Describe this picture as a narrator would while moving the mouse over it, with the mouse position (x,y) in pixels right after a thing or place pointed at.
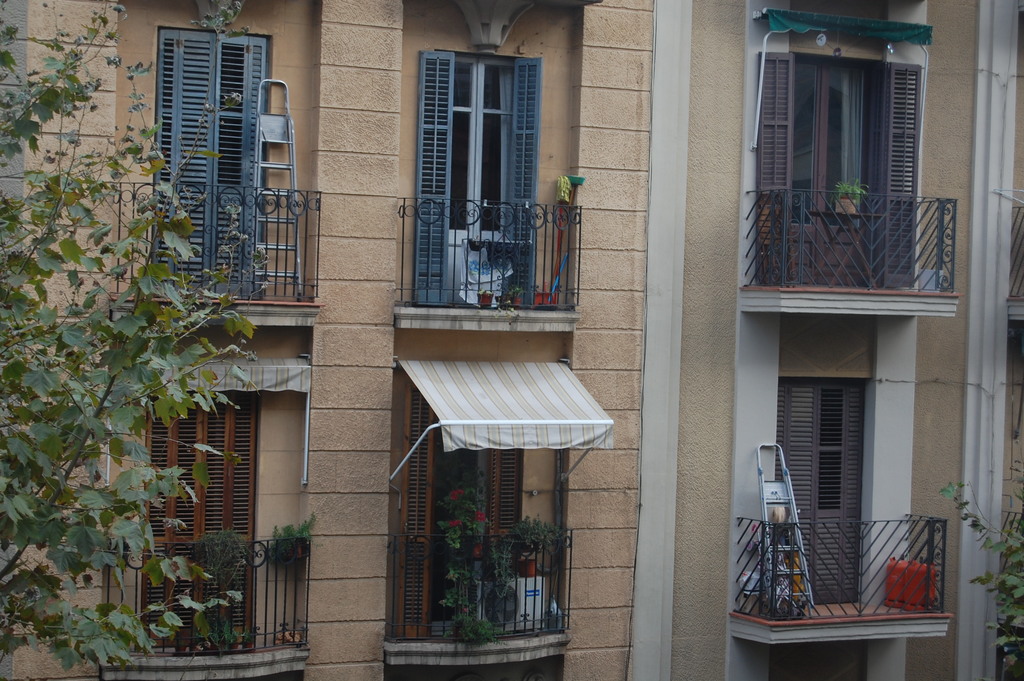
In this picture we can see a building (328,469) with doors (234,509) and balconies (275,305). In the balconies (427,543), there are ladders (779,574), house plants (494,568) and some objects (513,599). On the left (92,609) and right side of the image (1009,590), there are trees (49,505).
